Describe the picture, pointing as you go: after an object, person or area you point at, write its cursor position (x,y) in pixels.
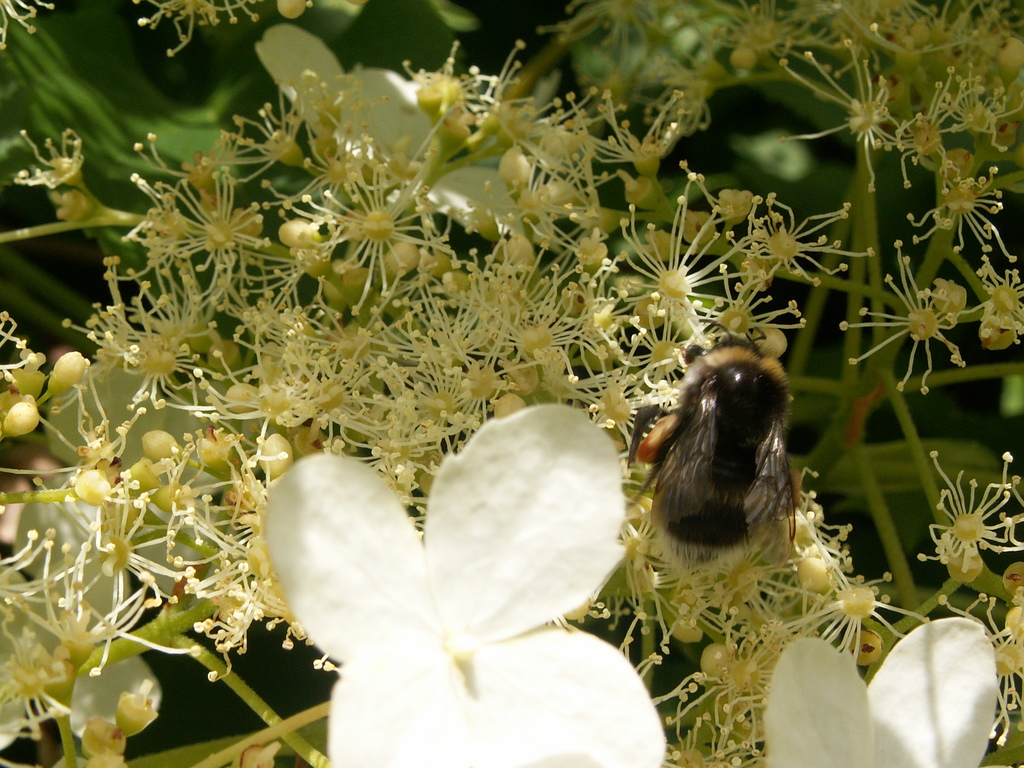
In this image we can see a bunch of flowers (571,448) and some buds (285,449). We can also see an insect (704,509) on the flowers (614,554).
